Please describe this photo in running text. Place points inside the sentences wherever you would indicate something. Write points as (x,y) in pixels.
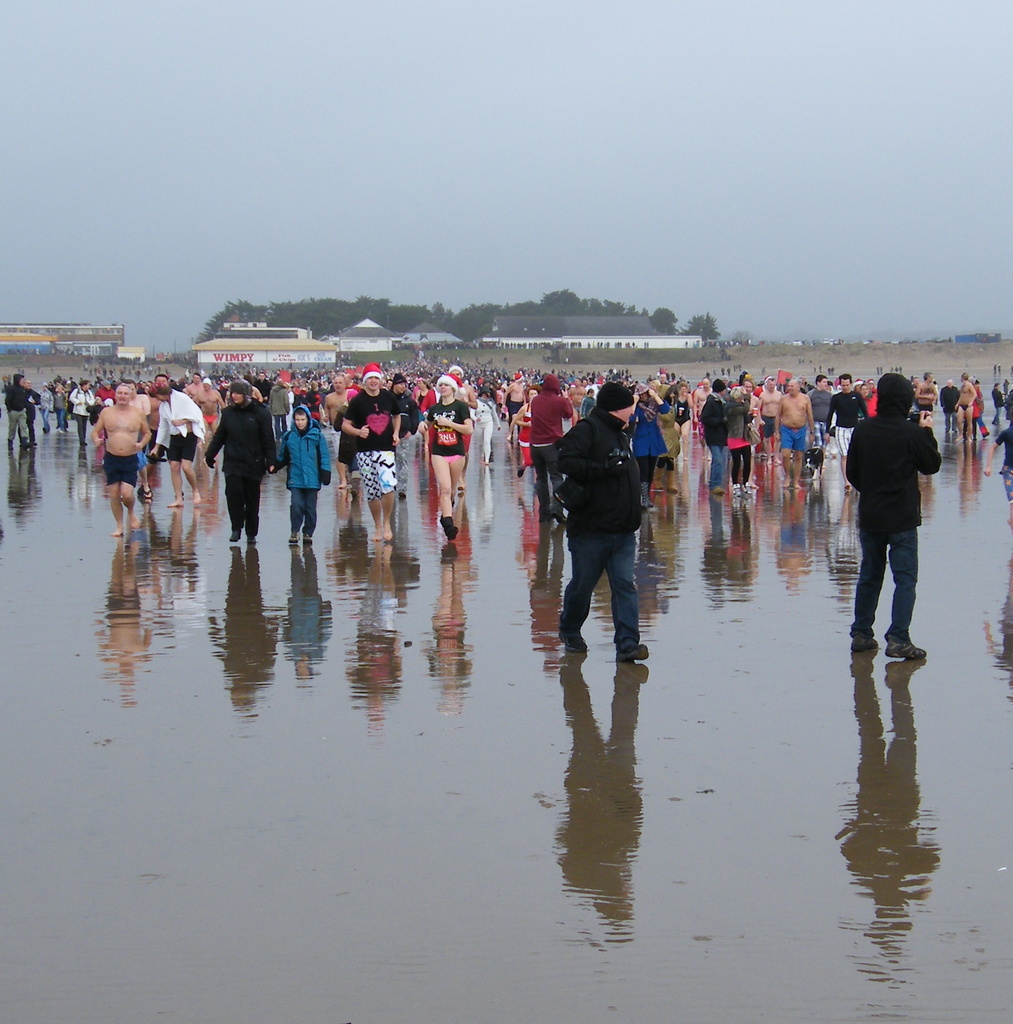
In this picture we can see some people (668,407) are running and some people (405,416) are walking on the beach (505,520). Behind the people (351,406) there are buildings (587,326), trees (341,323) and sky (549,94).
